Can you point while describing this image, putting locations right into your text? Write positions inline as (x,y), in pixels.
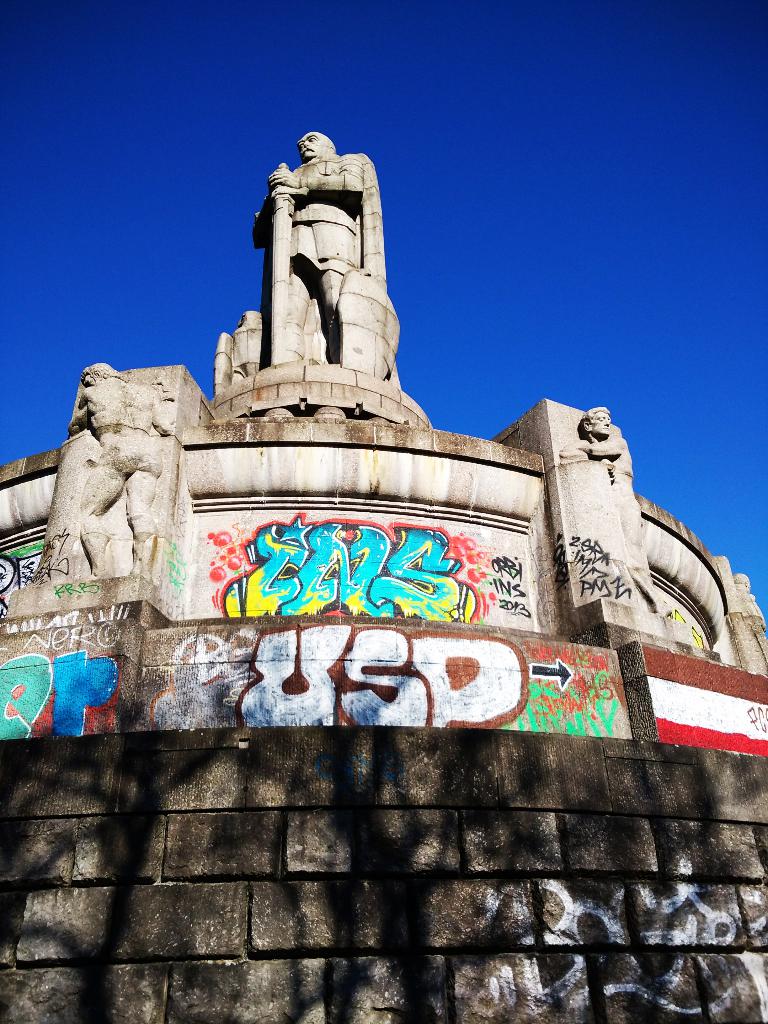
In this image we can see one big statue (332,313), on wall (591,863), some text (415,712) on the wall (314,691), one flag (692,690) painted on the wall (503,680) and at the top (187,296) there is the blue sky (373,53).
